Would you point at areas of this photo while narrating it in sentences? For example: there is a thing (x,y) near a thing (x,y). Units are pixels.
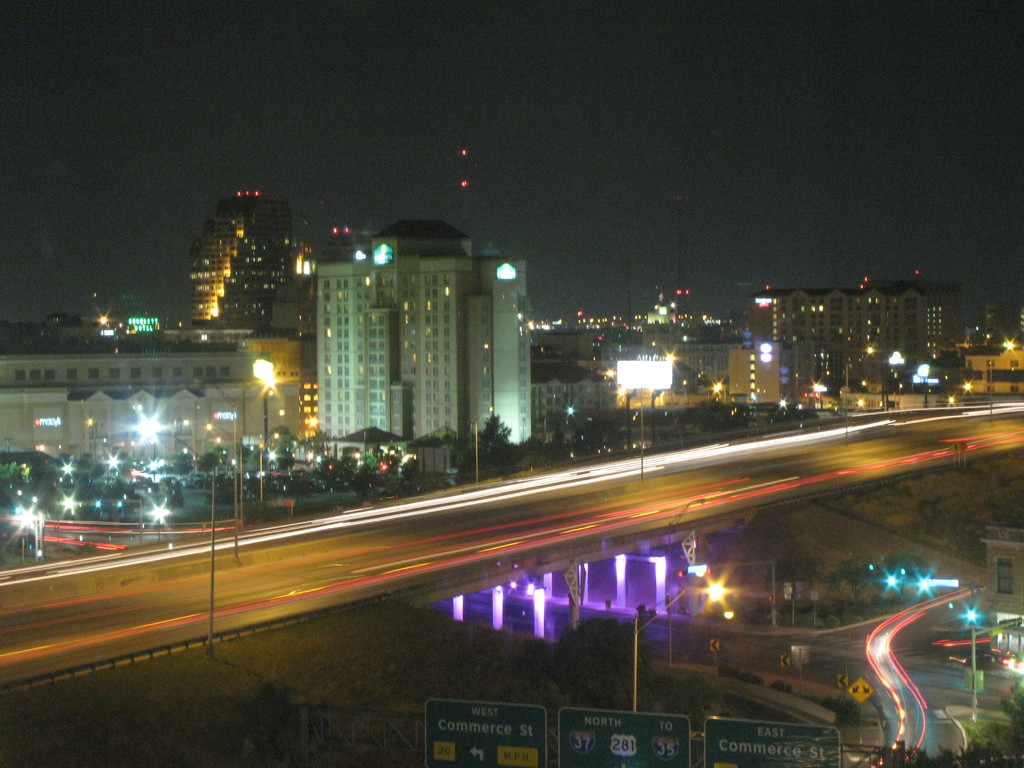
In this picture we can see a road (228,582), beside this road (319,562) we can see buildings (354,443), lights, electric poles (140,510), trees (346,460), name boards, sign boards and some objects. We can see sky (1011,133) in the background (1011,133).
